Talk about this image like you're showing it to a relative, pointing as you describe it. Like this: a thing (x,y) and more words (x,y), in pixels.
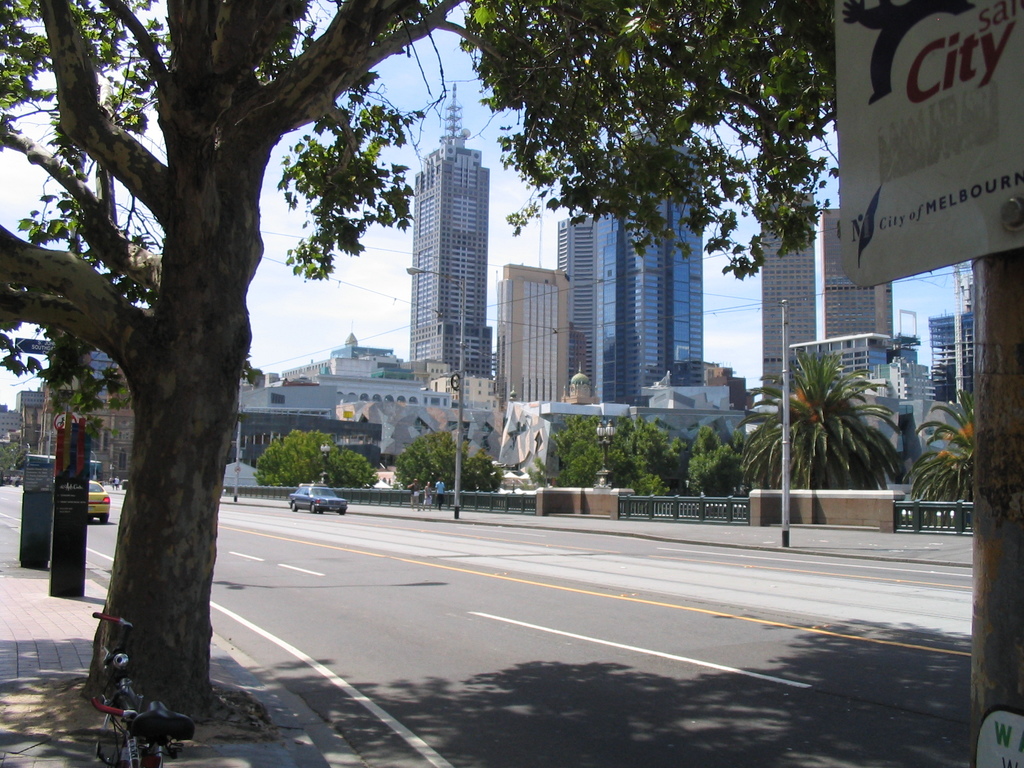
In this image at the bottom (604,663) there is a road (299,615), and in the center of the image (469,362) there are some buildings (410,371), trees (927,455), railing (453,494), wall (815,505), poles (460,447) and some people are walking on a pavement (557,522). And there are some boards (902,165), on the right side (949,155) there are boards (949,155) and pole (1004,610) and there are some vehicles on the road (364,636). At the bottom (95,721) there is one cycle (118,717) and pavement (19,600), and at the top (484,132) there is sky (341,258).
